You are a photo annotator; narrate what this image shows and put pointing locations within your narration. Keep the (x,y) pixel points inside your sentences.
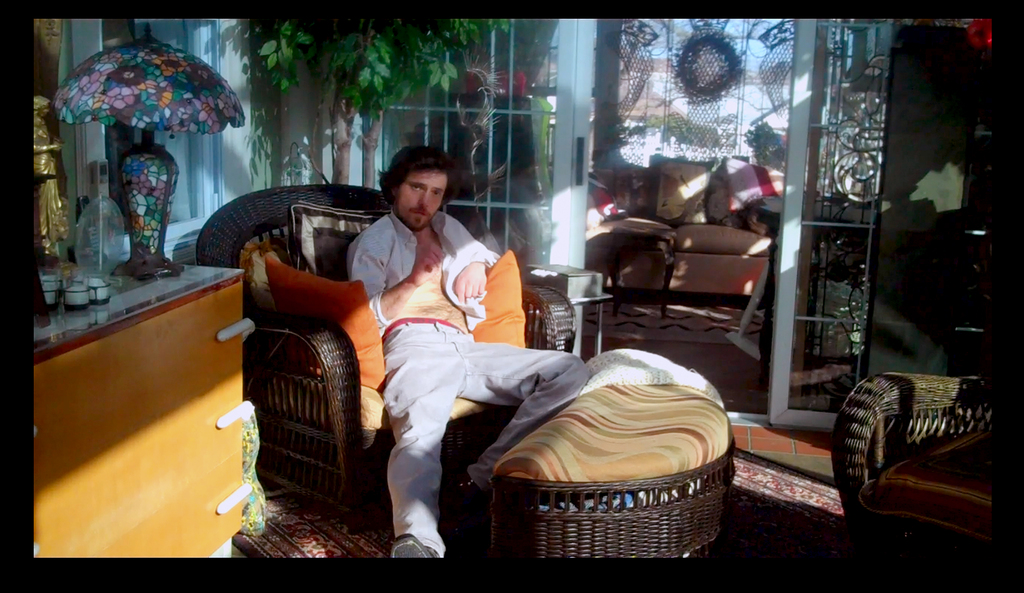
In this image, we can see cushions (940,510) on the sofas (756,252) and there is a person (423,333) sitting on one of the sofa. In the background (380,82), there is a plant (379,66) and we can see some stands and there are decor items (144,182). At the bottom (784,514), there is a carpet (792,494) on the floor (729,494).
